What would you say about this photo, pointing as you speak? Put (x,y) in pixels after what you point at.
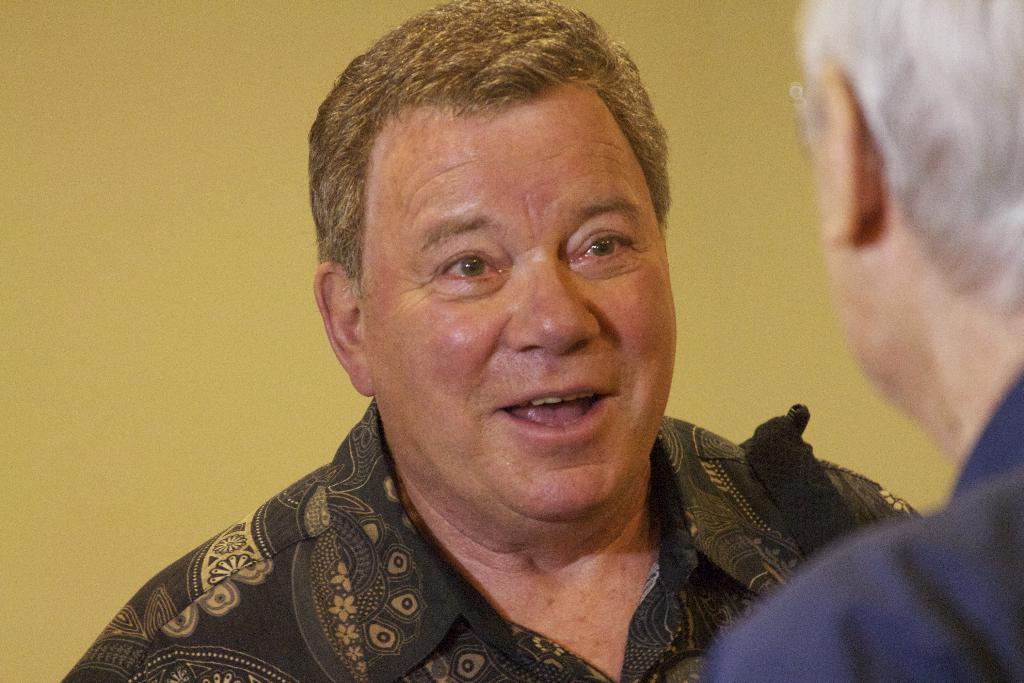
In this picture there are two men (708,648). In the background of the image (201,182) it is yellow.
